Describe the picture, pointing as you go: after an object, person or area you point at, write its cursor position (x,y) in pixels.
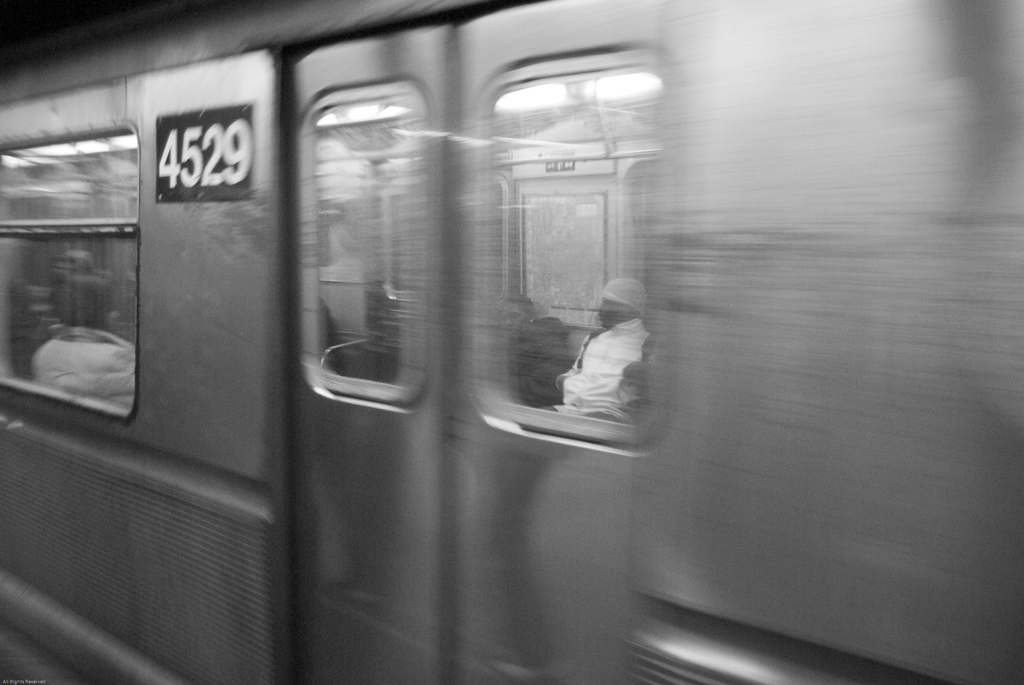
In this picture we can see a train (811,337). Here we can see a door (419,367), window (70,194), board (183,193), and few people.
